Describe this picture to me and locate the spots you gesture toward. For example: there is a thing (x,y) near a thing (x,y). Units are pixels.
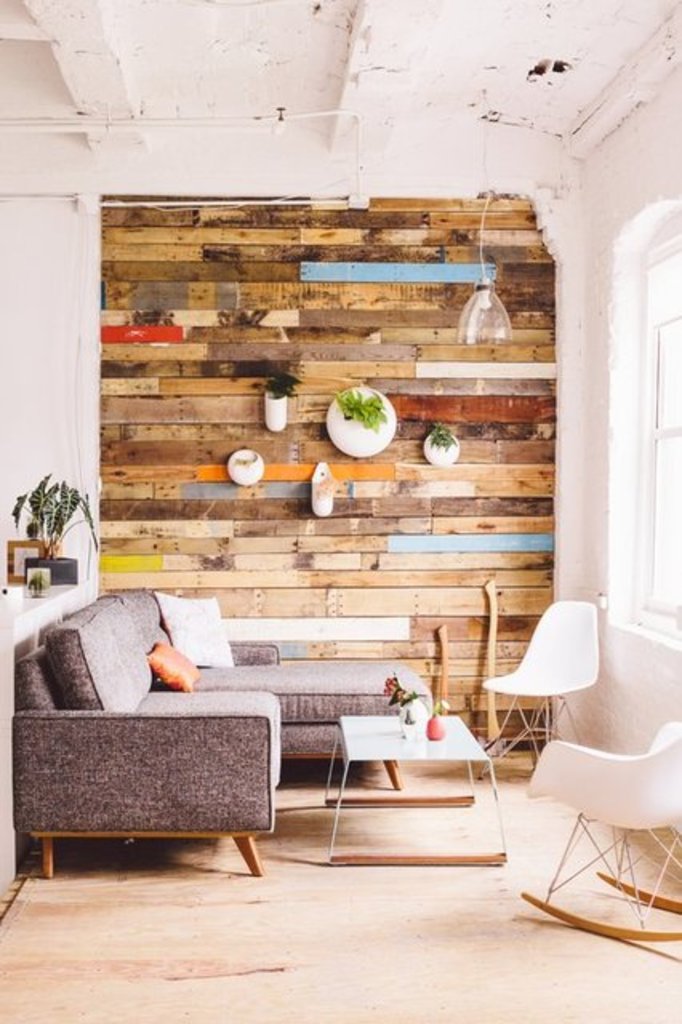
The image is inside the hall (244,920). In the image on left side (70,673) we can see a couch (71,756), on couch (105,754) we can see two pillows (184,648) and on right side (647,485) we can see two chairs (560,611) and a window (676,438) which is closed in middle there is a table (411,739). On table (392,739) we can see two flower pots (413,697) and a wall (401,294) on top (261,48) there is a roof (269,44) which is in white color.
